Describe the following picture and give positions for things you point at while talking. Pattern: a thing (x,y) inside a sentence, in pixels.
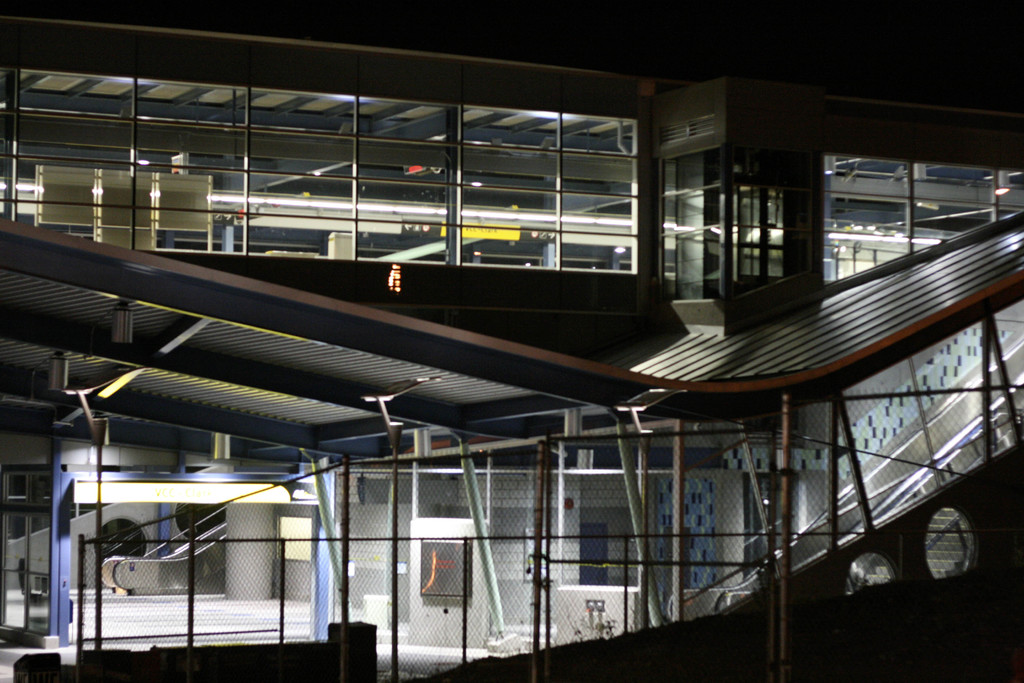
In this image I can see the building (372,213) with glass windows (392,178). I can see the poles (281,594) and net (585,522) to the building (575,513). And there is black background (735,4).
